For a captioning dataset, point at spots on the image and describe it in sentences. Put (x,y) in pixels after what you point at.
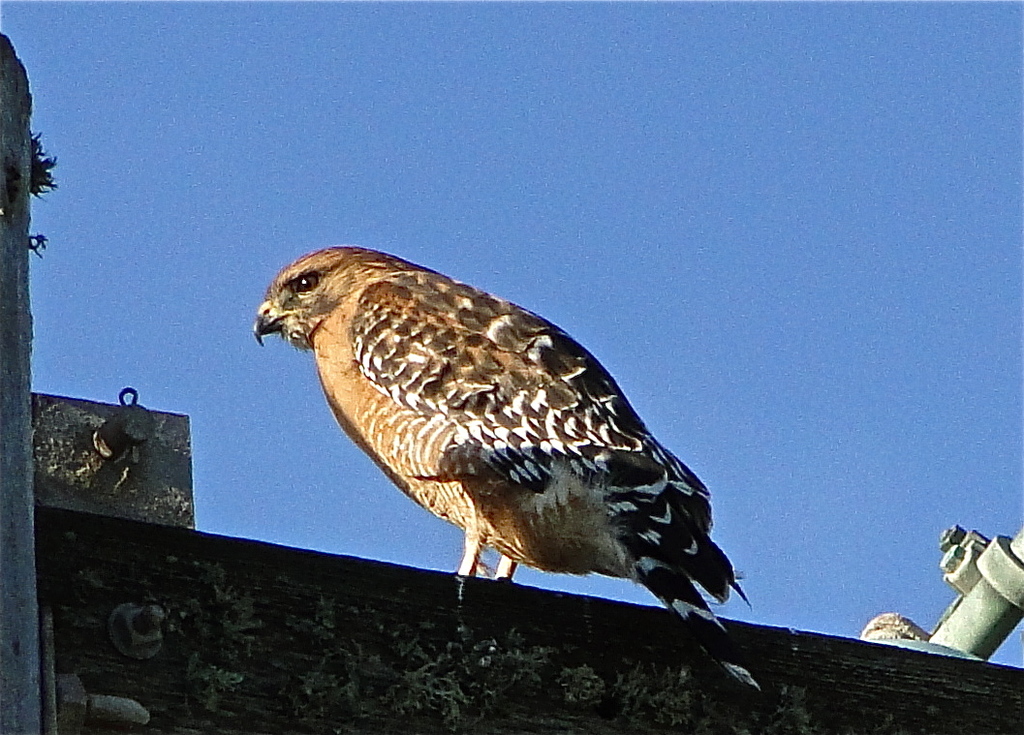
This image is taken outdoors. At the top of the image (274,144) there is a sky (317,409). At the bottom of the image (187,671) there is a wall (113,562). In the middle of the image (414,285) an eagle (427,370) is standing on the wall (525,657).
